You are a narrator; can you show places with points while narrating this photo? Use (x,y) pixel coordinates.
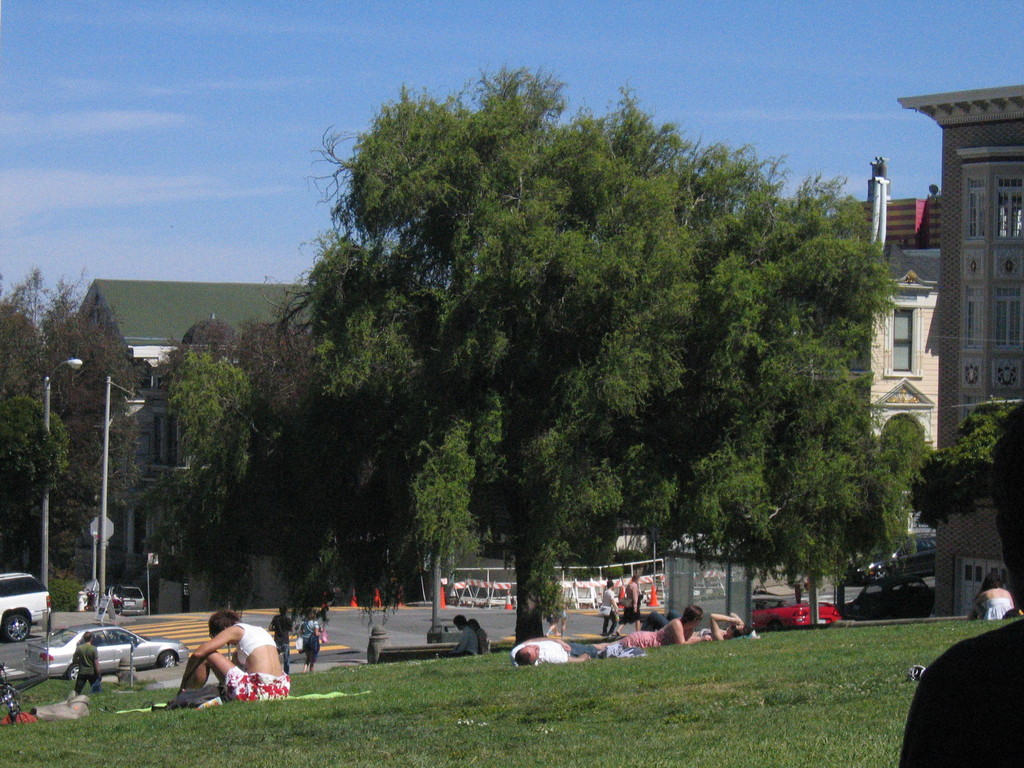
In this image we can see some people (536,657) on the ground (578,666), some people (523,651) are lying on the ground (705,650), two women (276,696) are sitting. On the left side of the image (140,646) we can see some vehicles (116,659) parked on the ground (87,617), poles (105,573) and some plants (59,590). In the background of the image (650,603) we can see buildings (163,430) with windows (163,430), some cones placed on the road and a group of trees (579,368). At the top of the image (220,88) we can see the sky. At the bottom of the image (717,642) we can see the grass (688,654).
